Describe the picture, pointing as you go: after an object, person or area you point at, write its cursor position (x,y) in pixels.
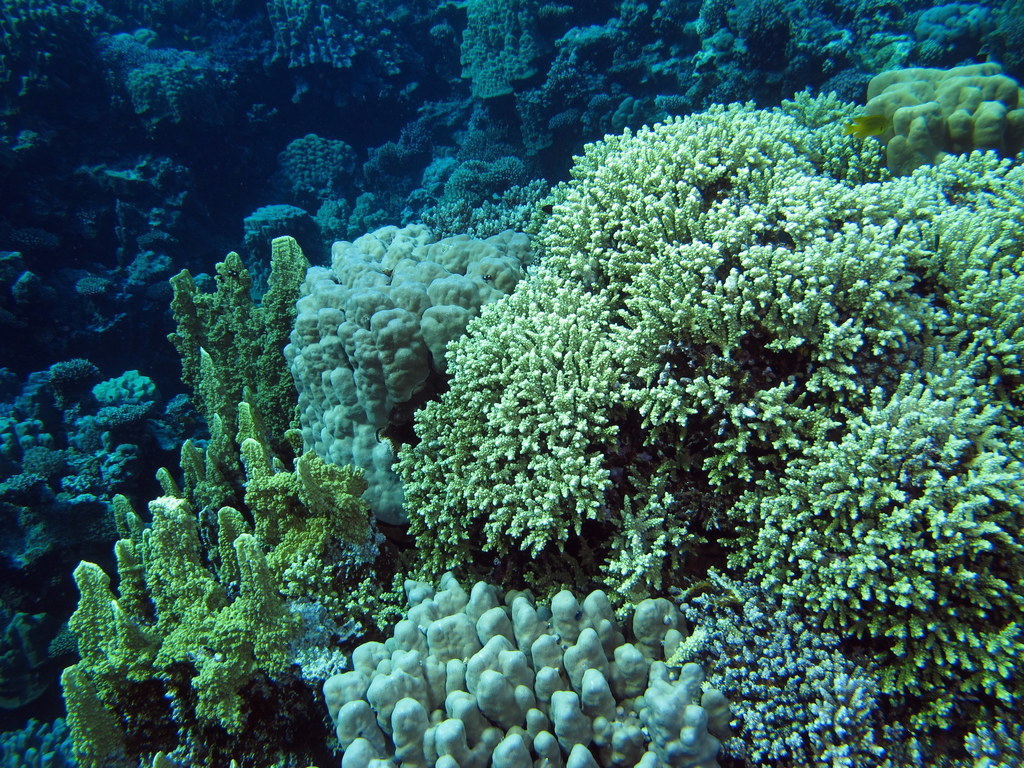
In the image we can see underwater plants (883,360).
